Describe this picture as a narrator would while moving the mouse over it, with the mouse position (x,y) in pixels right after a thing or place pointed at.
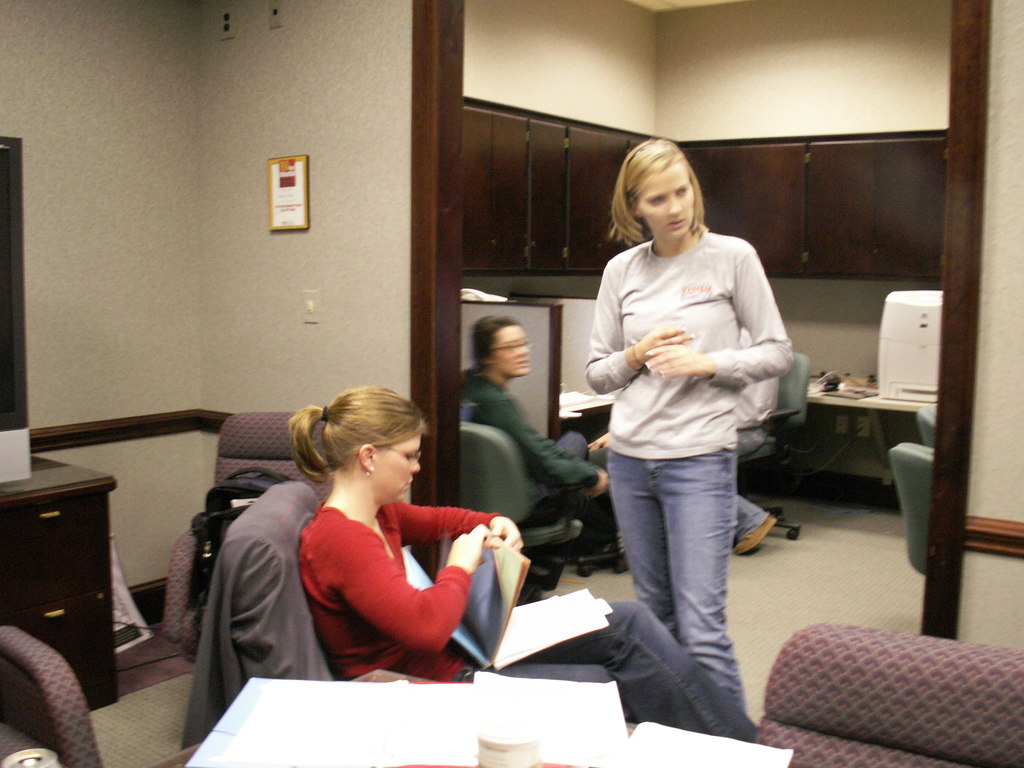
In the middle (674,380) a girl (632,163) is standing she is wearing a good T-shirt (625,440) and jeans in the left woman (385,394) sitting in the sofa chair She wear a red color dress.
